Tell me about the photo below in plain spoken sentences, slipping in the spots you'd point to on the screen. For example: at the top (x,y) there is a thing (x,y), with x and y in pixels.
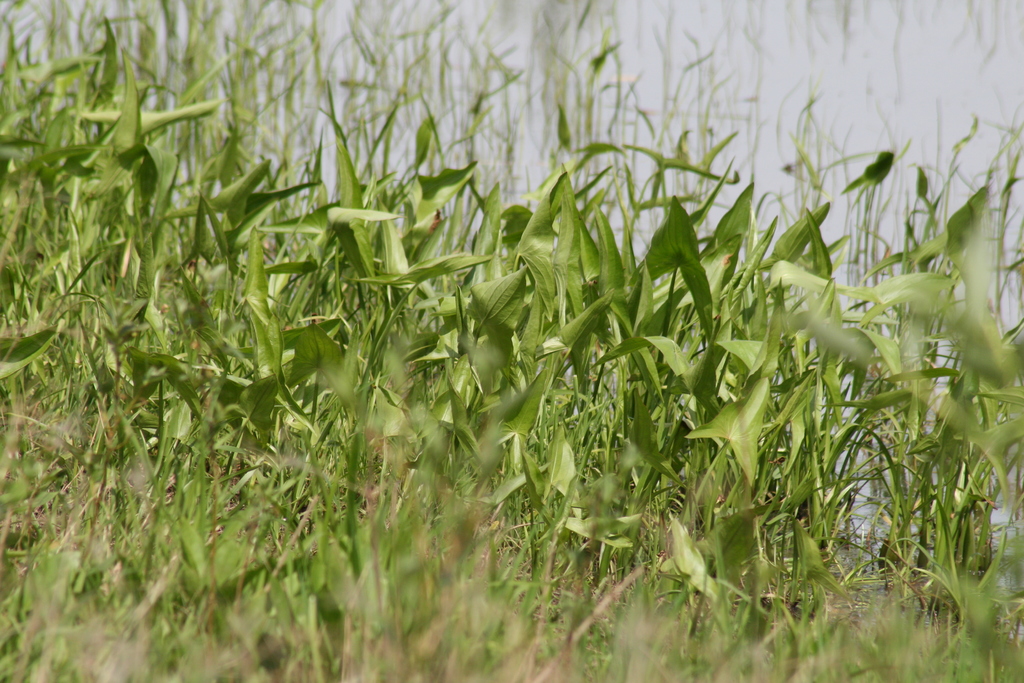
In this picture I can see the bushes (337,404) in the middle (616,275), at the top (712,118) there is the water (751,132).
